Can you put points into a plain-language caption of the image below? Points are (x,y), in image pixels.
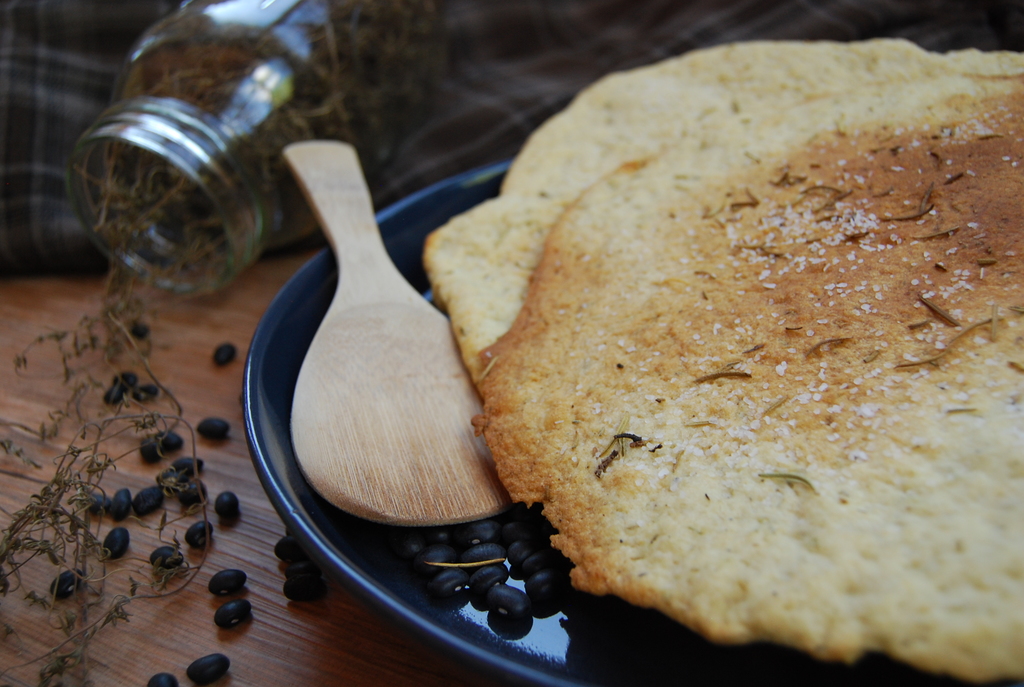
In this image, a plate (456,650) is there in which food (795,381) is there, wooden spatula (426,416) is there and seeds (521,524) are there. In the top (271,226) a bottle (257,228) is there in which herbs (179,220) are there which are kept on the table (200,630). This image is taken inside a house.
